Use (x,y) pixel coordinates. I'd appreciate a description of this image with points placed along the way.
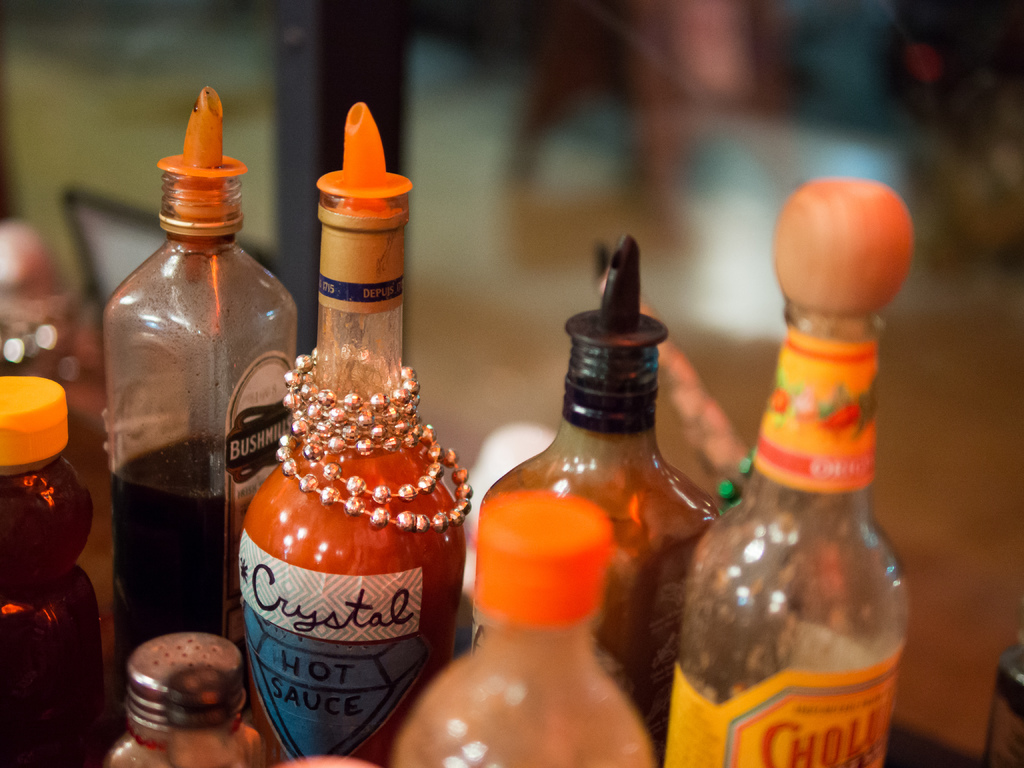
In this picture we can see bottles (392,508) of different types and here on bottle (378,387) we have some chain (361,427) and in background (341,32) we can see pillar (328,81) and it is blurry.
